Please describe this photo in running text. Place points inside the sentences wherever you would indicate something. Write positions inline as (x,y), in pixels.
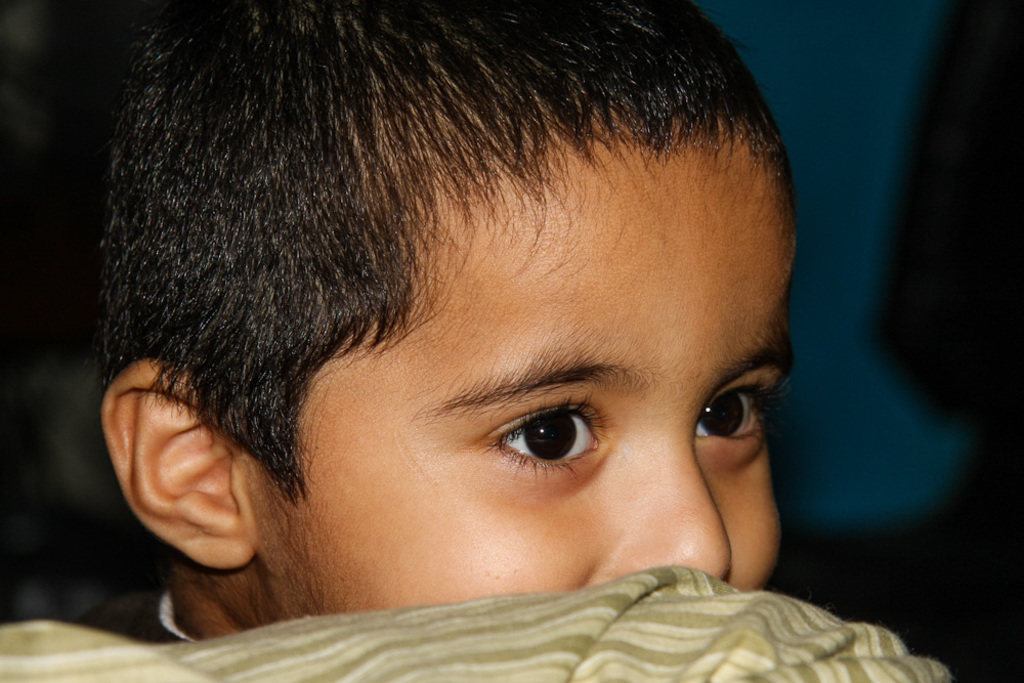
Here we can see kid face (359,434). Background (823,458) it is blur and blue color.
